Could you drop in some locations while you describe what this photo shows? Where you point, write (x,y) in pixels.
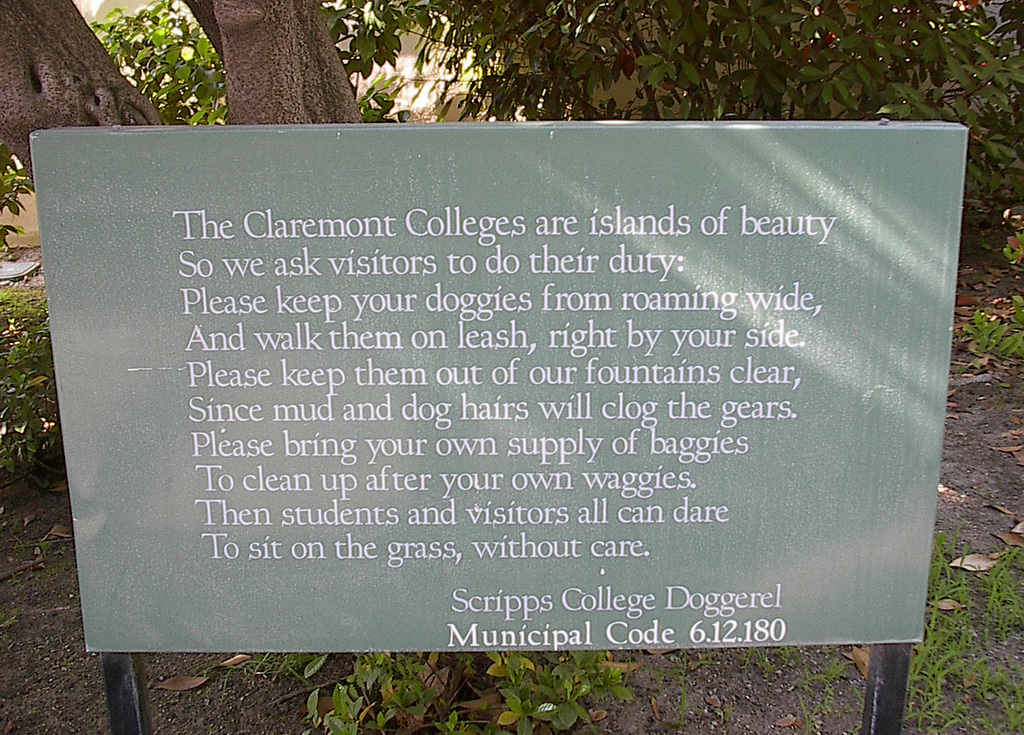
In this image we can see a board (515,501) on which some text (509,411) is written and in the background of the image (501,89) there are some trees (260,83) and houses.
